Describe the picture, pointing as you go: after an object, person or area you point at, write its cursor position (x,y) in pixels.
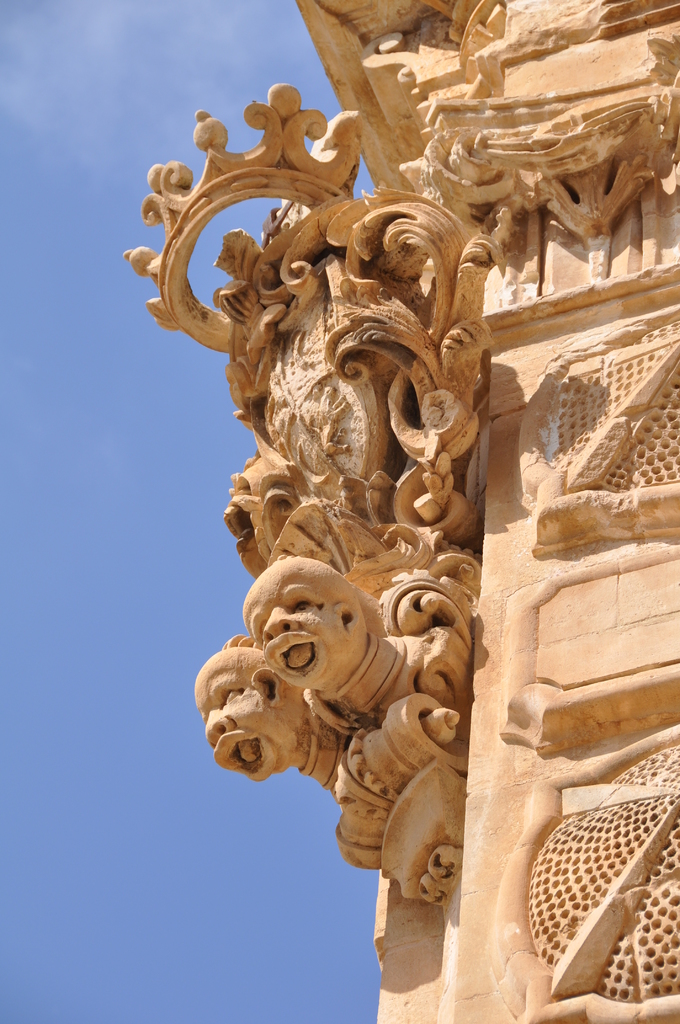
In this picture we can see sculptures (223,351) and in the background (123,423) we can see the sky (118,493).
